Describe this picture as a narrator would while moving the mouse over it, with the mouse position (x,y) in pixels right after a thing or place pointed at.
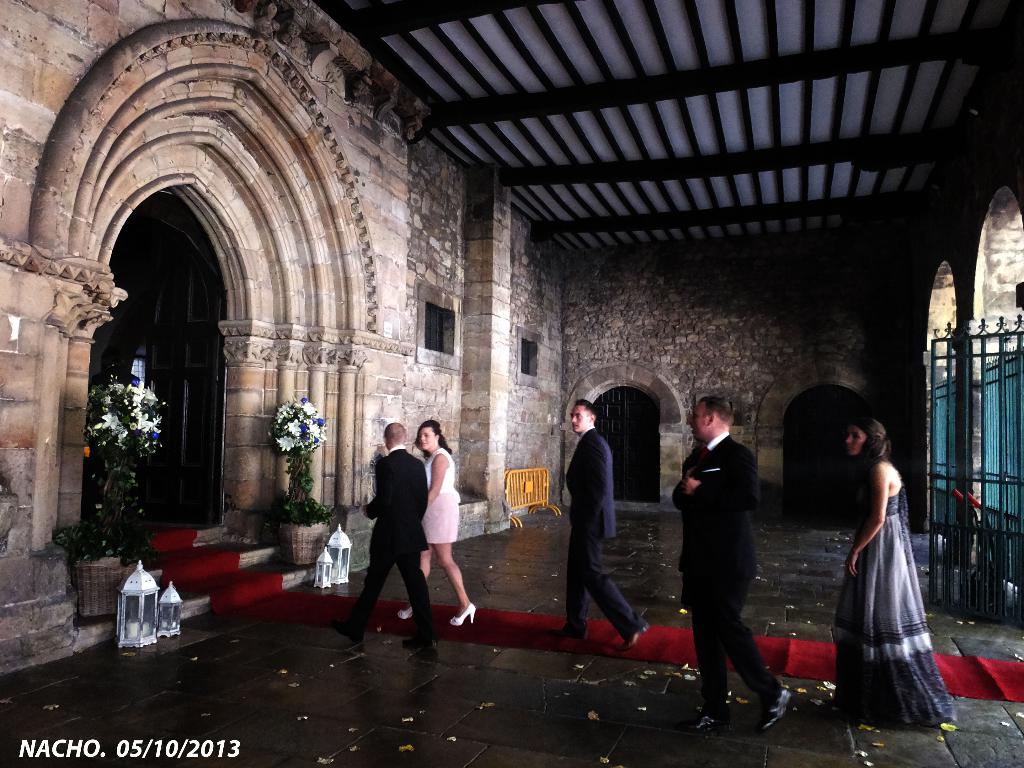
In the center of the image (418,469) we can see people (748,568) walking. On the left (180,470) there is a door (164,440) and we can see flower plants (125,527). There are decors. At the bottom (437,616) there is a carpet (816,665). On the right (986,582) there is a gate (986,540).
